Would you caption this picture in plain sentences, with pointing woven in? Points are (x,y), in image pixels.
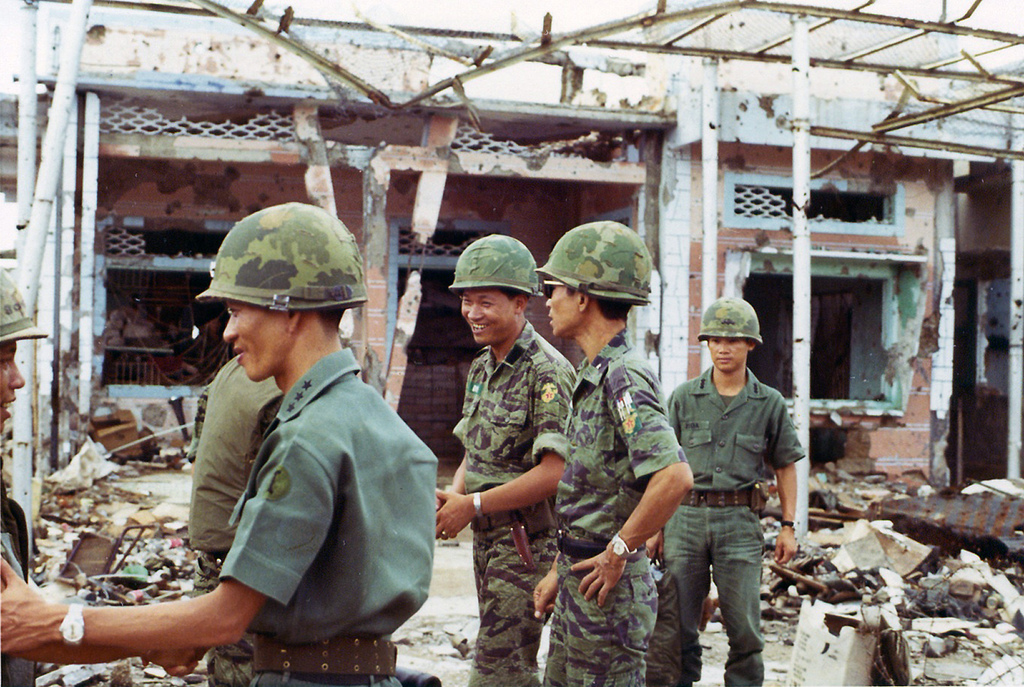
In this image we can see demolished house (896,447) and few soldiers (256,503) standing.
